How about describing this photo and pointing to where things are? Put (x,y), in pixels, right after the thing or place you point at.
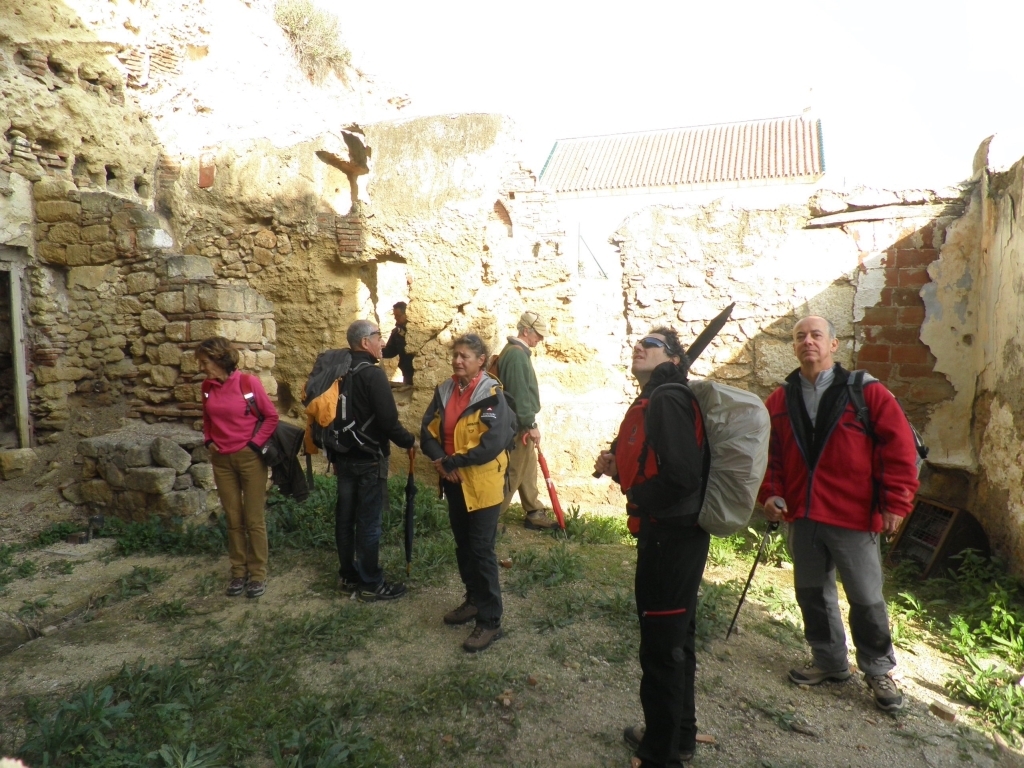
In this picture in the front (284,672) there's grass (262,677) on the ground (265,660). In the center (370,383) there are persons (496,395). In the background (336,224) there is wall (432,225).
